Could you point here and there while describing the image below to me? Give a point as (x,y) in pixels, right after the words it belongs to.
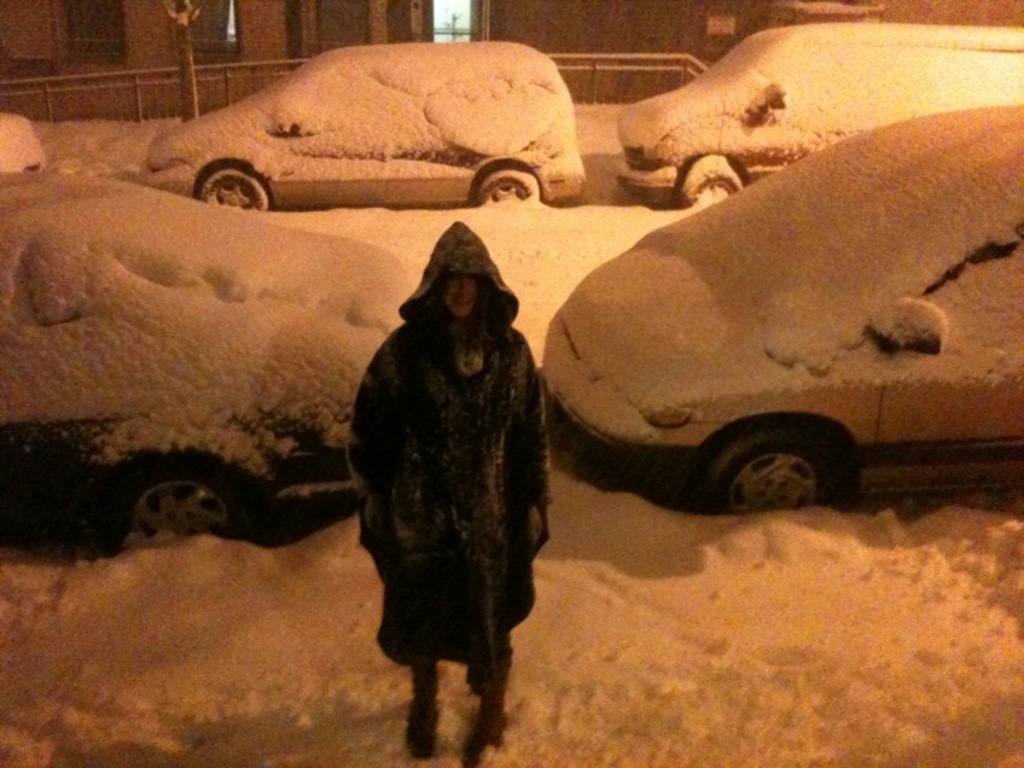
In the center of the image (432,464) there is a person (442,556) wearing a jacket (442,418). In the background of the image (262,335) there are cars (151,241). There is snow (313,166) on the cars (221,401) and road (159,555). There is a building (233,56). There is a pole (188,104).
